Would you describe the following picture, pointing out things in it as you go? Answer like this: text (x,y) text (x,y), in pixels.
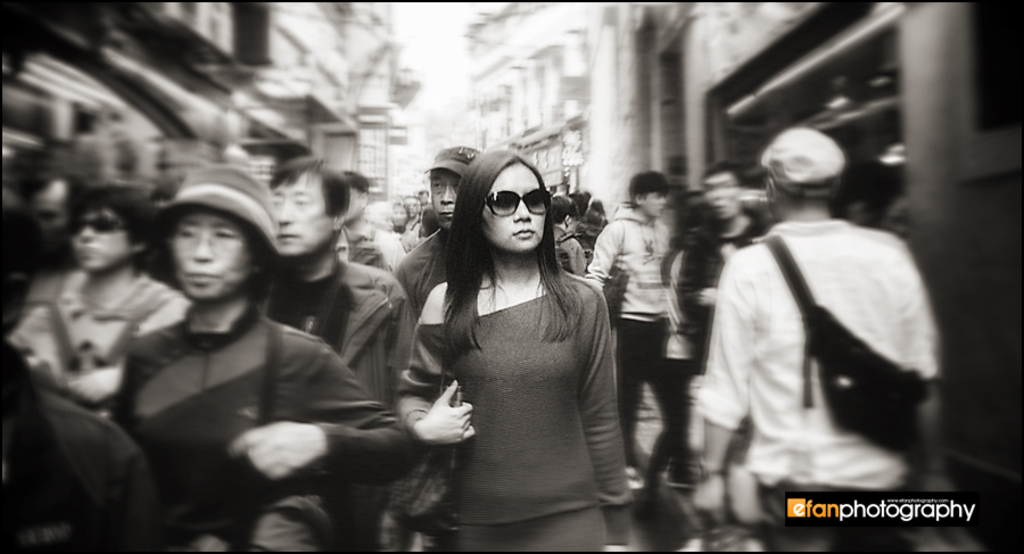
This is a black and white picture. Here we can see few persons (625,329). In the background (359,124) there are buildings (694,65).
